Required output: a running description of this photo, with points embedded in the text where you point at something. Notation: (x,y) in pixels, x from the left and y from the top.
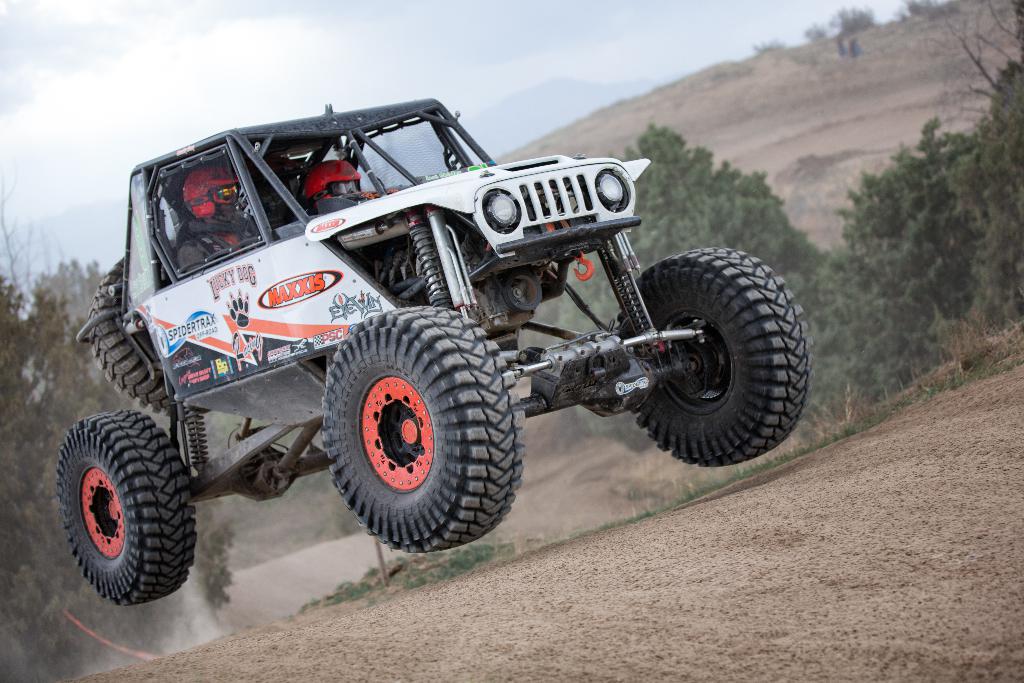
There are two persons (320,206) sitting on the seats (189,241) of a vehicle (312,272) which is jumping on the road (776,524). In the background (909,225), there are trees (868,293), there are mountains (504,123) and there are clouds (387,80) in the sky (358,27).
